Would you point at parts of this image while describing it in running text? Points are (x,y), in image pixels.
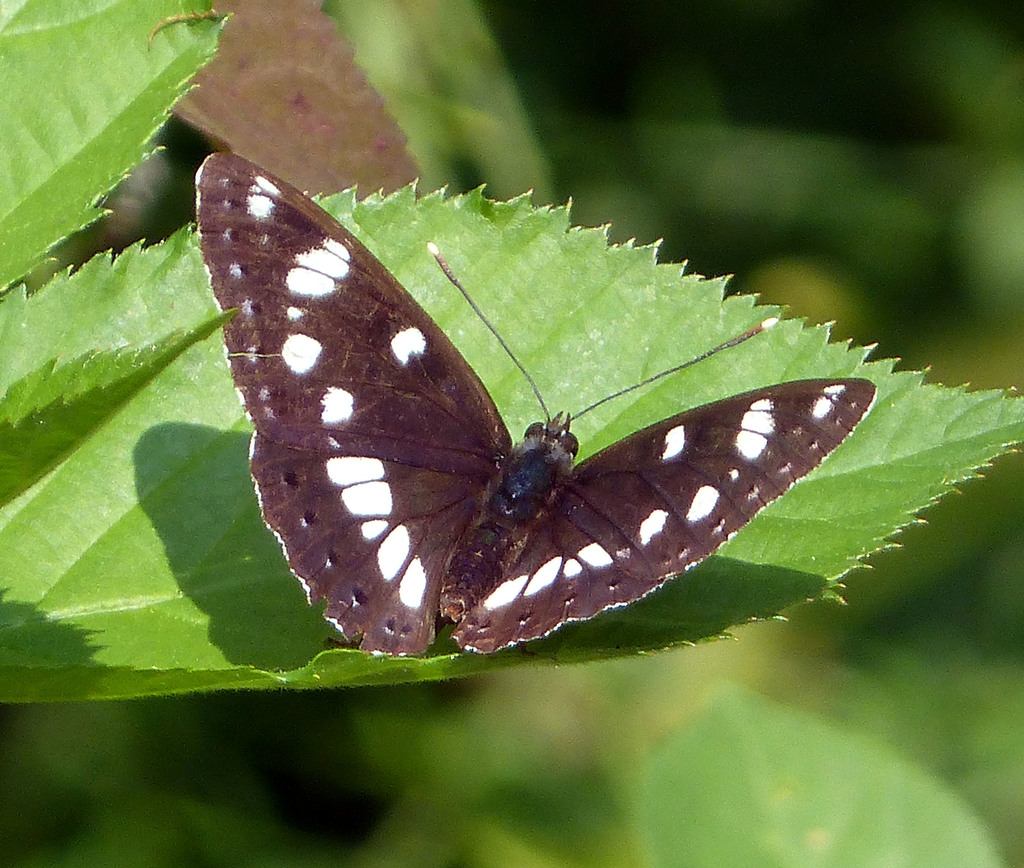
In this image we can see a butterfly (431,551) on the leaf (101,626).
